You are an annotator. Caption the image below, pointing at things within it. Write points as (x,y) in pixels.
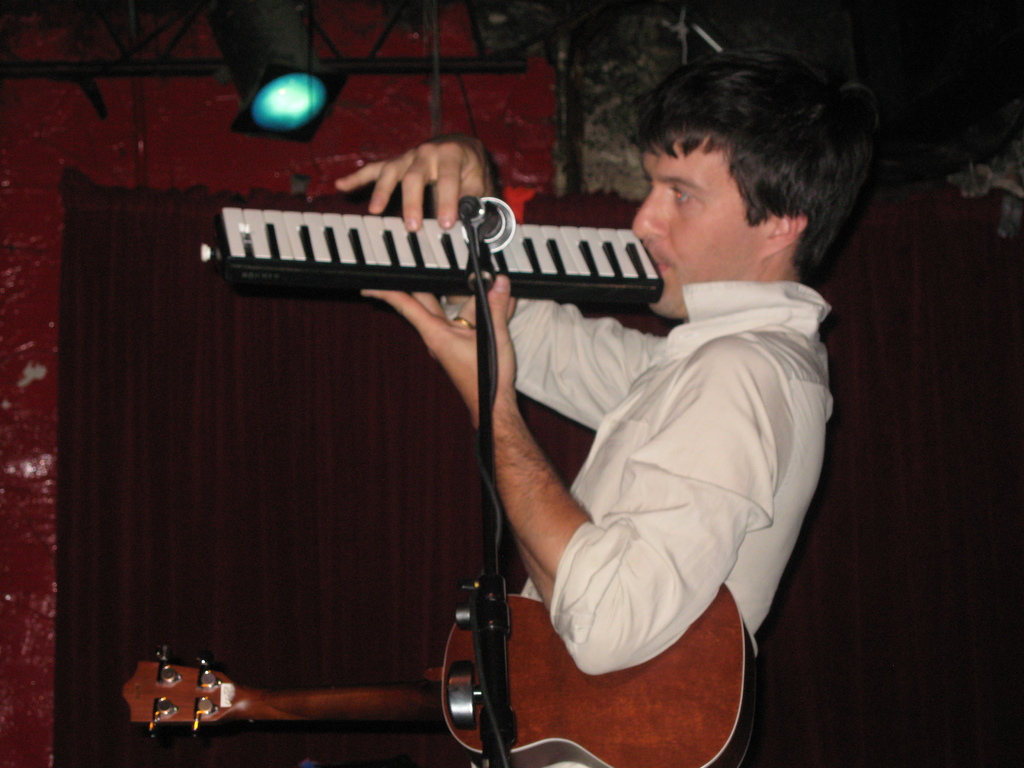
In this image I can see a man (586,392) standing and playing a musical instrument (639,274). There is a mic (476,217) and a stand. At the back side (314,494) there is a maroon curtain (253,475) and a red wall (123,174). There is a light (260,91). The man (697,446) is wearing a white shirt (686,460).
